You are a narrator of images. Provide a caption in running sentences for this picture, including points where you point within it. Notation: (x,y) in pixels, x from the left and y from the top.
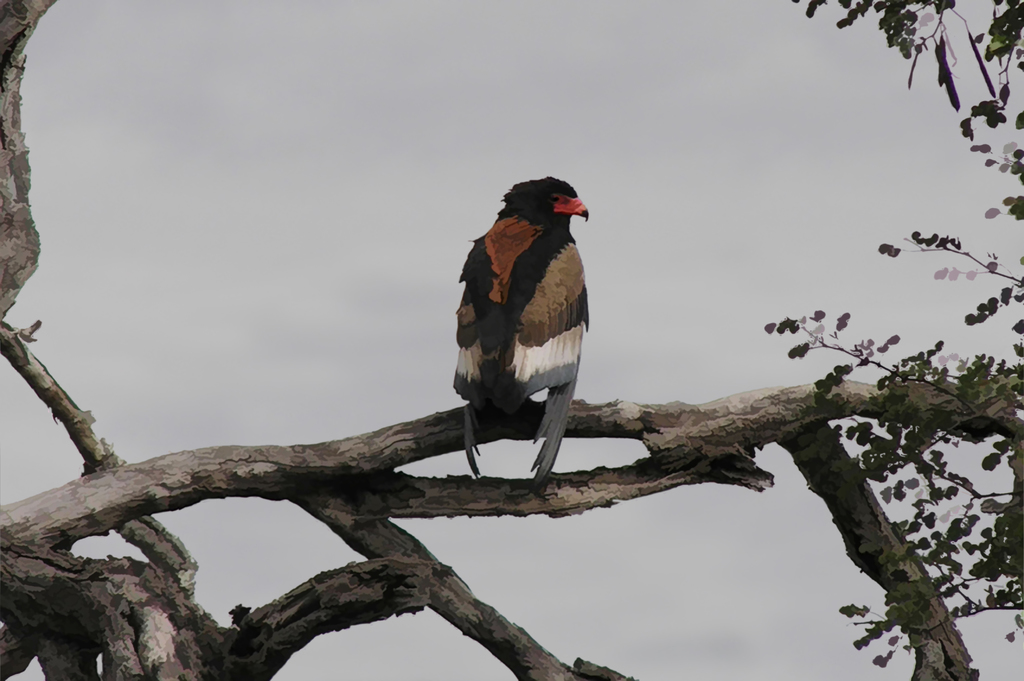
In this image we can see a bird (514,373) on a branch (372,506) of a tree (130,619). To the right side (910,2), we can see some leaves (966,398). In the background (581,74), we can see the sky (358,94).
